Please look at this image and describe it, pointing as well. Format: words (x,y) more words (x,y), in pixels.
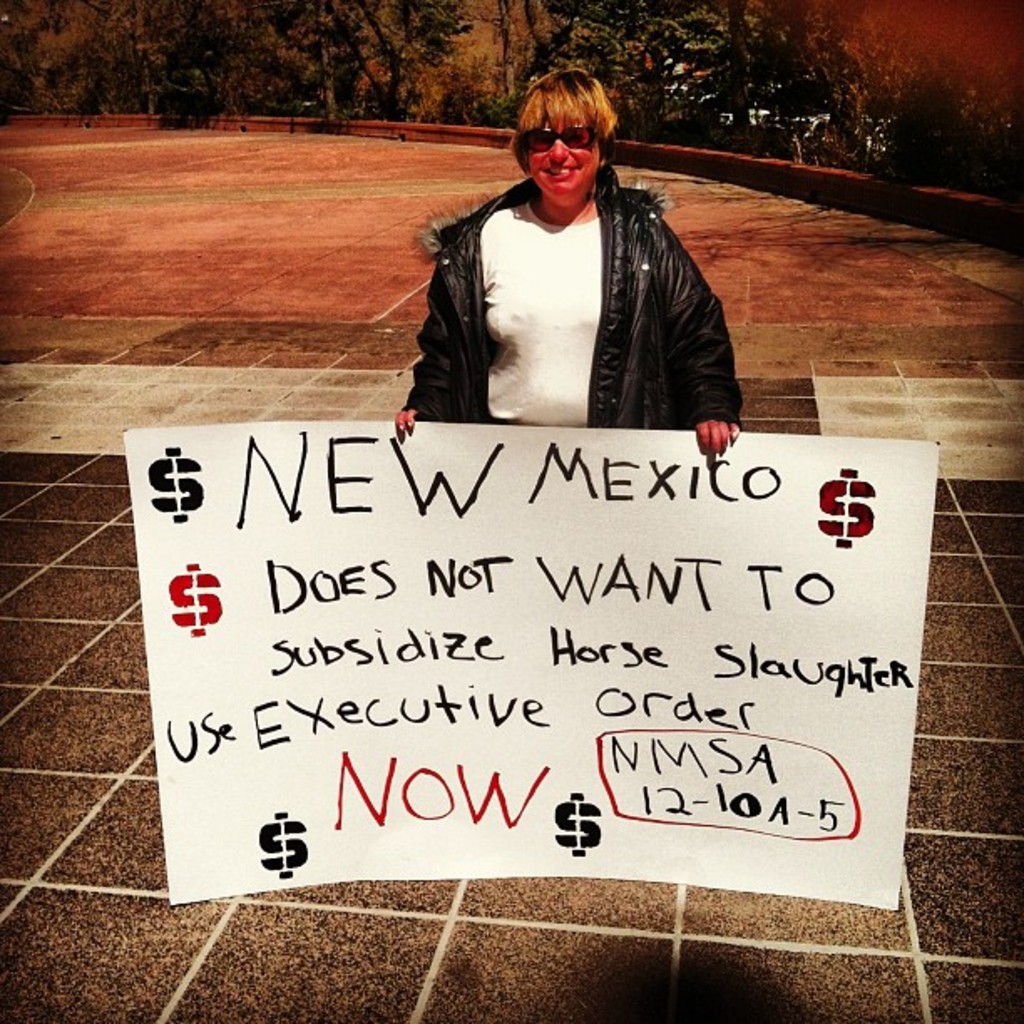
This picture is clicked outside. In the center (582,365) there is a person (661,256) wearing black color jacket (651,299), holding a poster (305,440) on which we can see the text (769,664) is written. In the background (300,56) we can see the trees (883,107) and the ground (328,159).
